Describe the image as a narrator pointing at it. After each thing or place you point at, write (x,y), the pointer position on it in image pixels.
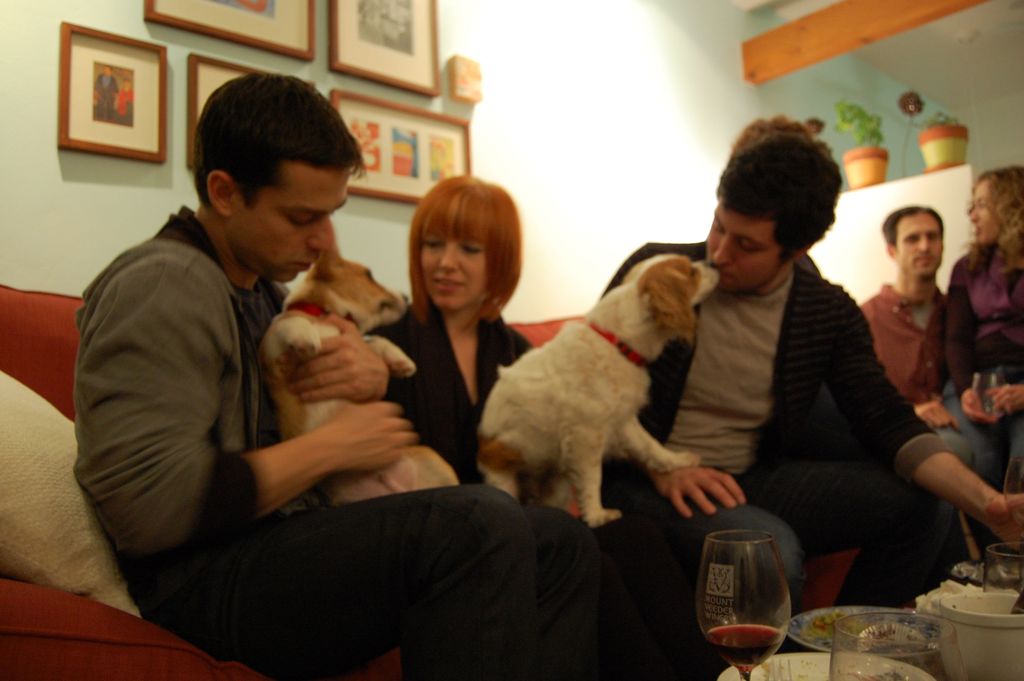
In this image person (225,91) sitting at the left side (144,375) is holding a dog (394,467). He is sitting in sofa (130,639). In the middle (466,434) a woman (502,193) is sitting in sofa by having a dog (681,260) in her lap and another person (741,154) sitting beside is kissing dog (614,318). Right Side there are two persons (1020,424). Right side (754,634) bottom there is a glass plate (817,668) and a bowl (977,622). Few picture frames (90,75) are attached to the wall (180,156). Pot (860,182) with plants (874,137) are behind the person (921,246).
